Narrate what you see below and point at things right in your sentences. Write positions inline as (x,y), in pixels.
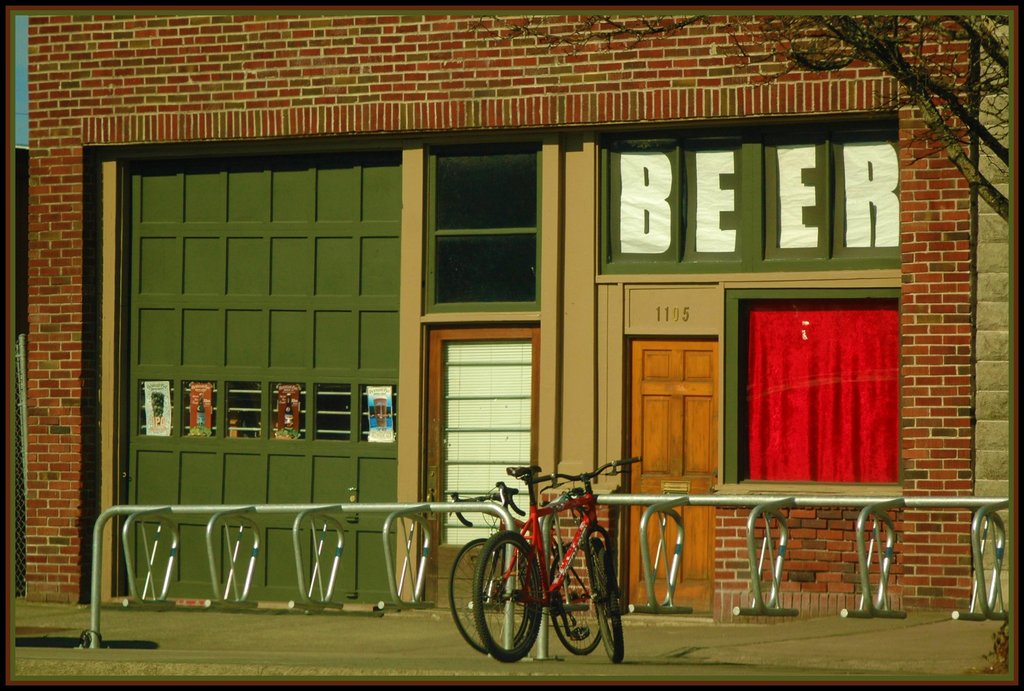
This is an edited image. In this image, I can see a building (285,312) along with the doors (648,393) and windows (485,227). On the right side (837,403) there is a red color curtain (835,391) to the window (832,319). In front of this building (434,482) there is a railing (681,549) and there are two bicycles (579,602). In the top right-hand corner (930,111) there is a tree (923,76).
